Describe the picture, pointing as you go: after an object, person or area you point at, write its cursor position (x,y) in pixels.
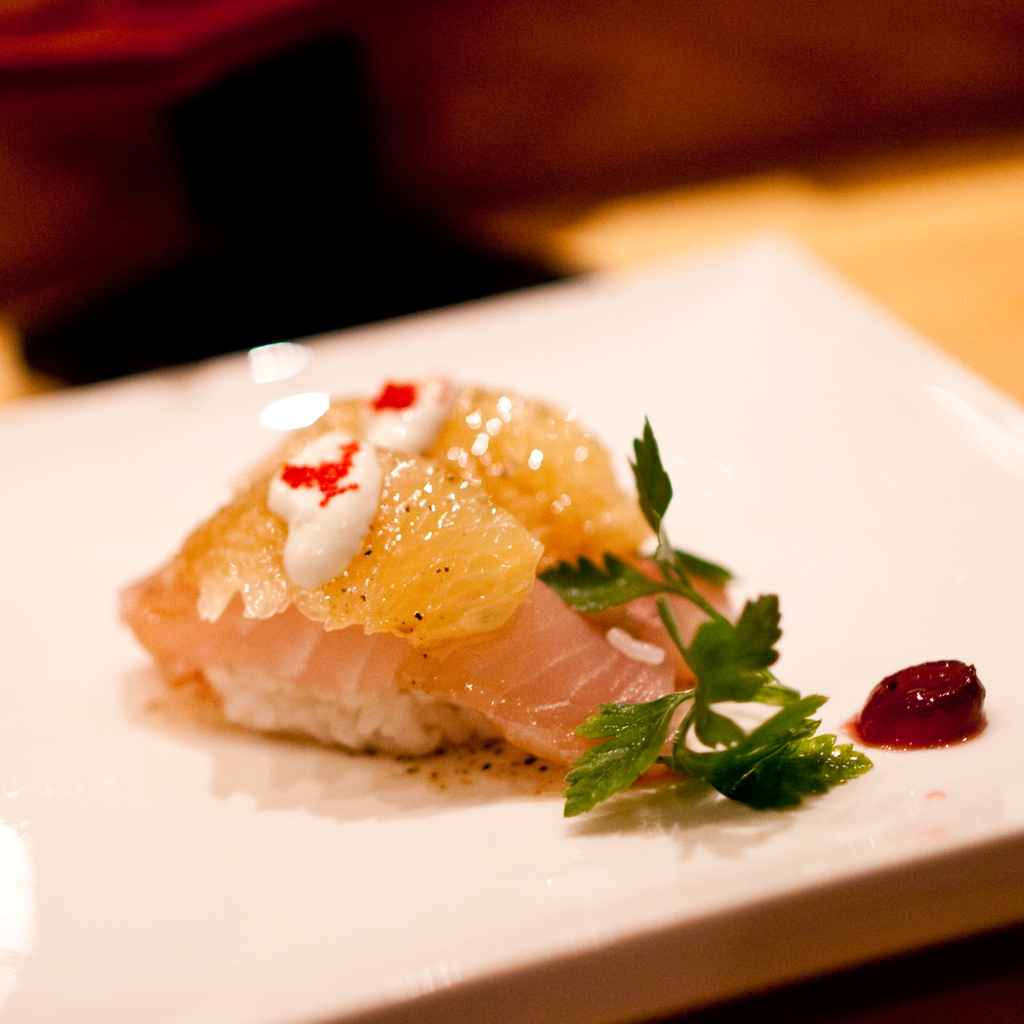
In the image we can see a plate (331,781), white in color. On the plate (450,768) there is a food item (467,628) and leaves (697,730). The background (373,214) is blurred.
